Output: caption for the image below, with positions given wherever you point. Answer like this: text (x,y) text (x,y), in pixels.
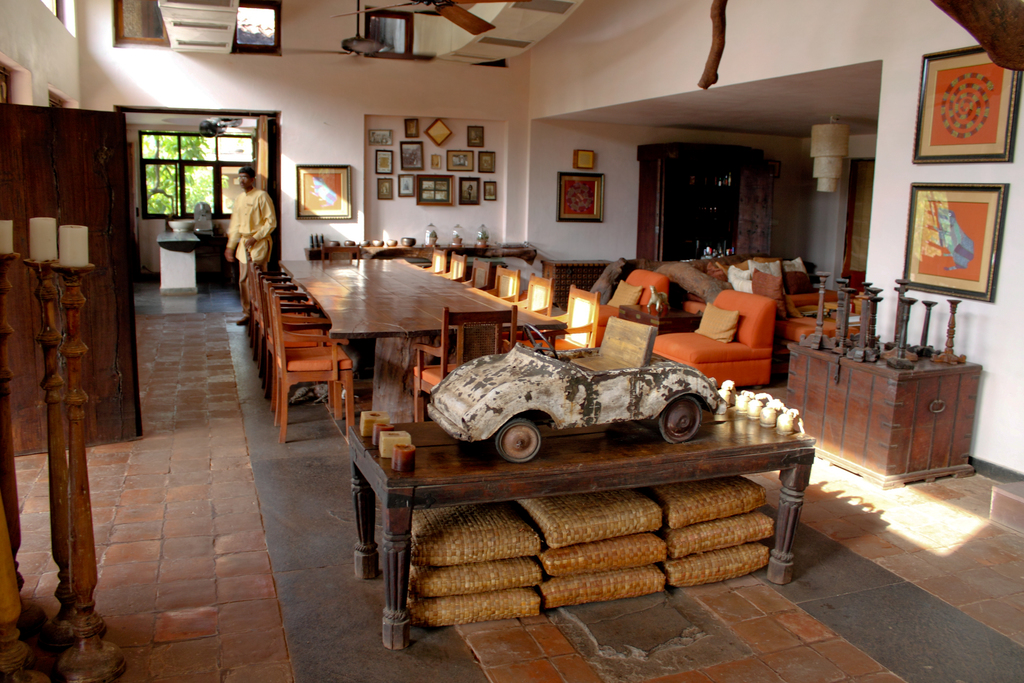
Here we see a table (422,314) and Few chairs (581,318) and a man (228,258) standing and few photo frames (477,203) on the wall (946,176) and we see a toy car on the table (811,452).
